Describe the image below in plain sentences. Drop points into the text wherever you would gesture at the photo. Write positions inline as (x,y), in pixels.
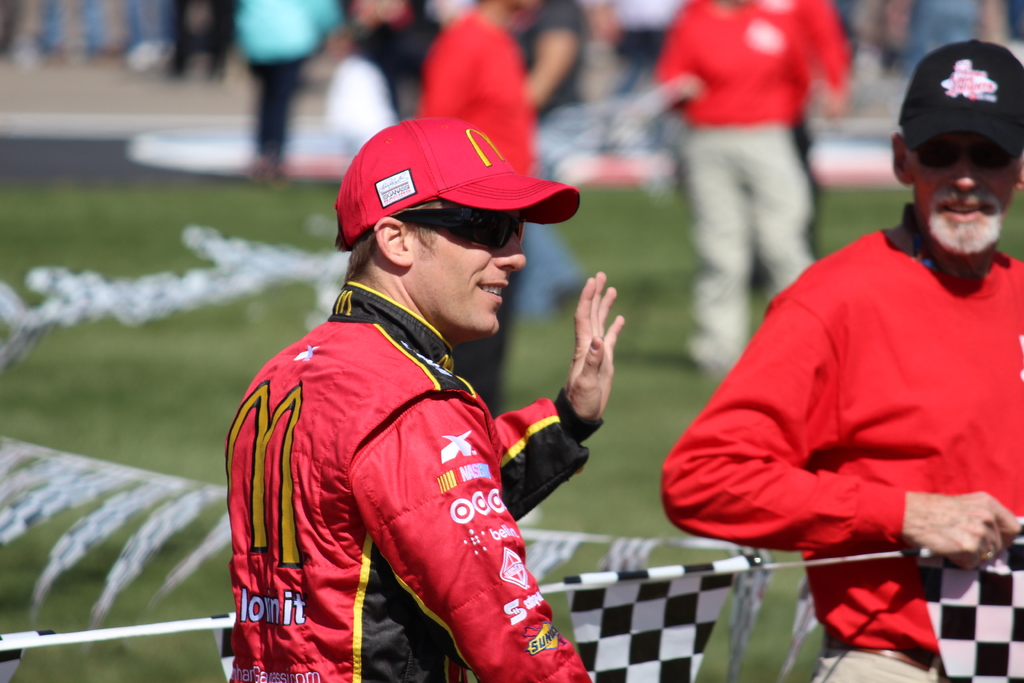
In this picture we can see two men (963,312) wore caps (1014,93), goggles (494,241) and smiling. In the background (641,262) we can see some people (289,44) are standing on the grass (630,268), decorative flags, some objects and it is blurry.
